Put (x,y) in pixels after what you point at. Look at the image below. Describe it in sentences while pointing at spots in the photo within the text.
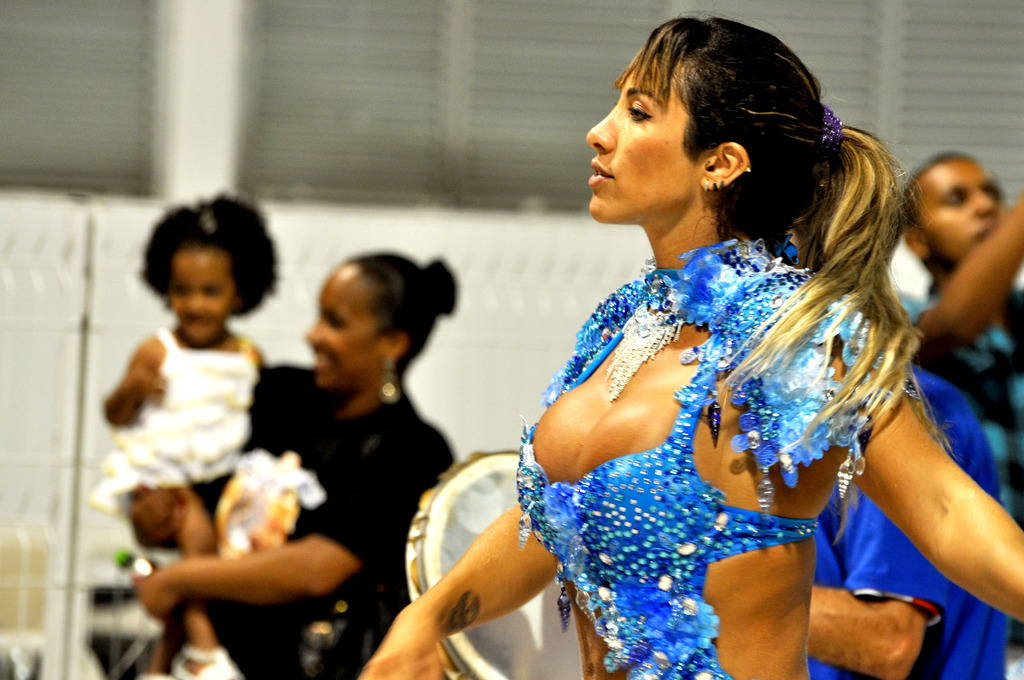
In this image, we can see a woman (731,595) is wearing blue dress (723,550). Here there is a tattoo (464,617) on her hand (465,607). Background (500,649) we can see few people (992,328), drum (512,638) and wall (488,293). Here a woman (350,456) is holding a kid (252,374).
